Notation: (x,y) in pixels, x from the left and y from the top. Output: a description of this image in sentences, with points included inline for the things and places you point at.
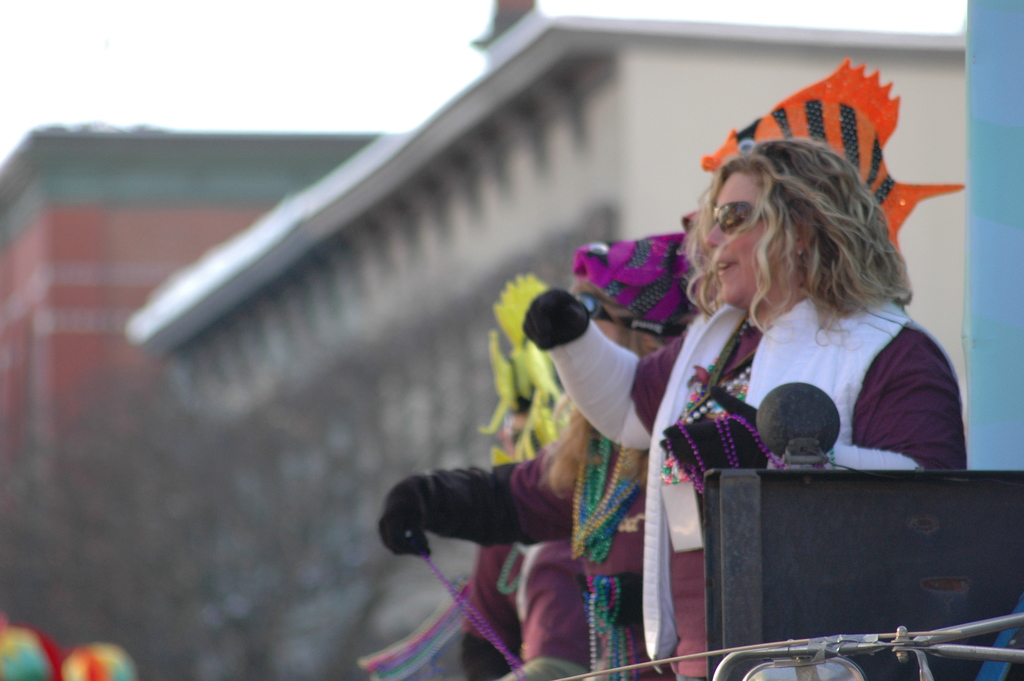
In the bottom right corner of the image (999,490) we can see an object (795,468). Behind the object (706,506) few people (603,256) are standing. In the middle of the image (352,447) we can see some trees (20,455) and buildings (528,28). At the top of the image (4,117) we can see the sky (9,139). Background of the image (445,37) is blur.
